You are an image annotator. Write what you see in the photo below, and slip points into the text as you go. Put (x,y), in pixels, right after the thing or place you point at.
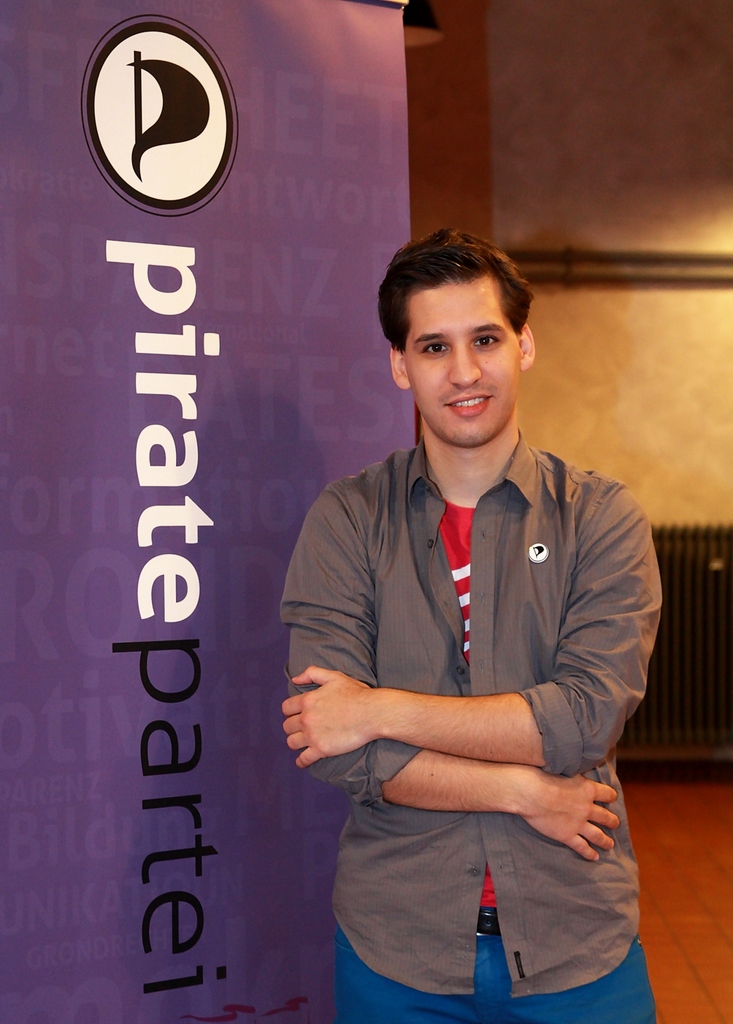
In the picture we can see a man (468,799) standing beside him we can see a banner (65,648) which is violet in color and written on it as pirate partei and he is folding his hand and smiling and behind him we can see a wall (721,159) with some light focus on it and the floor (694,855) is with wooden mat (673,853).
